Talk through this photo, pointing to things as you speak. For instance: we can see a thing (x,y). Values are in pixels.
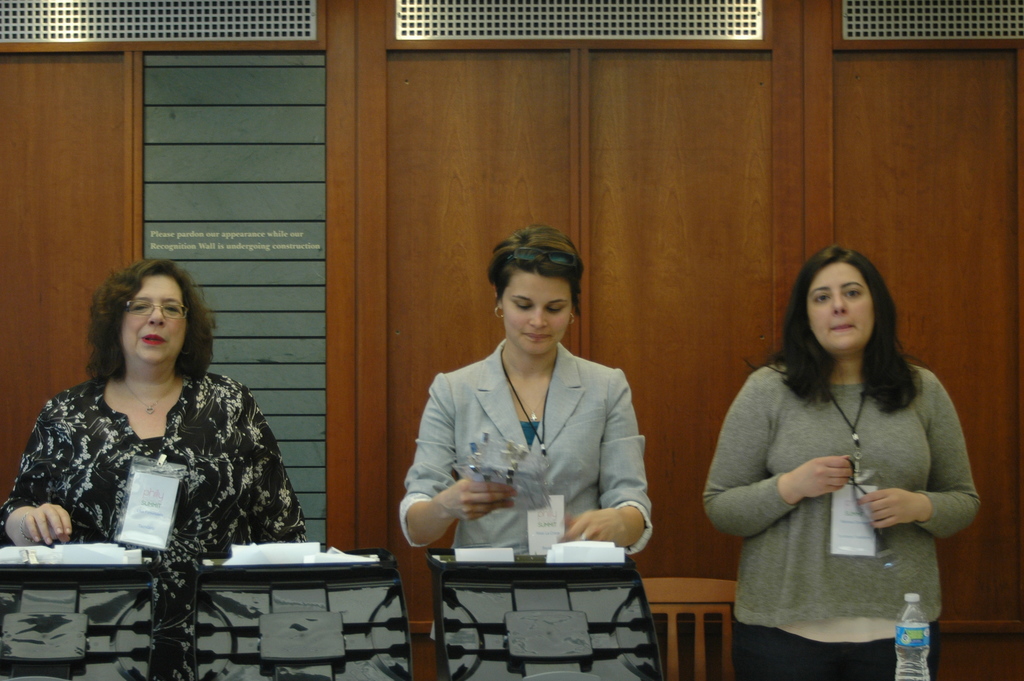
There are three women (599,464) in this picture. Two of them were standing near the podiums (554,569) on which some papers (474,551) were there. One of the woman (799,567) is standing in the right side (822,484). In the background (682,199) there is a door (520,193).
